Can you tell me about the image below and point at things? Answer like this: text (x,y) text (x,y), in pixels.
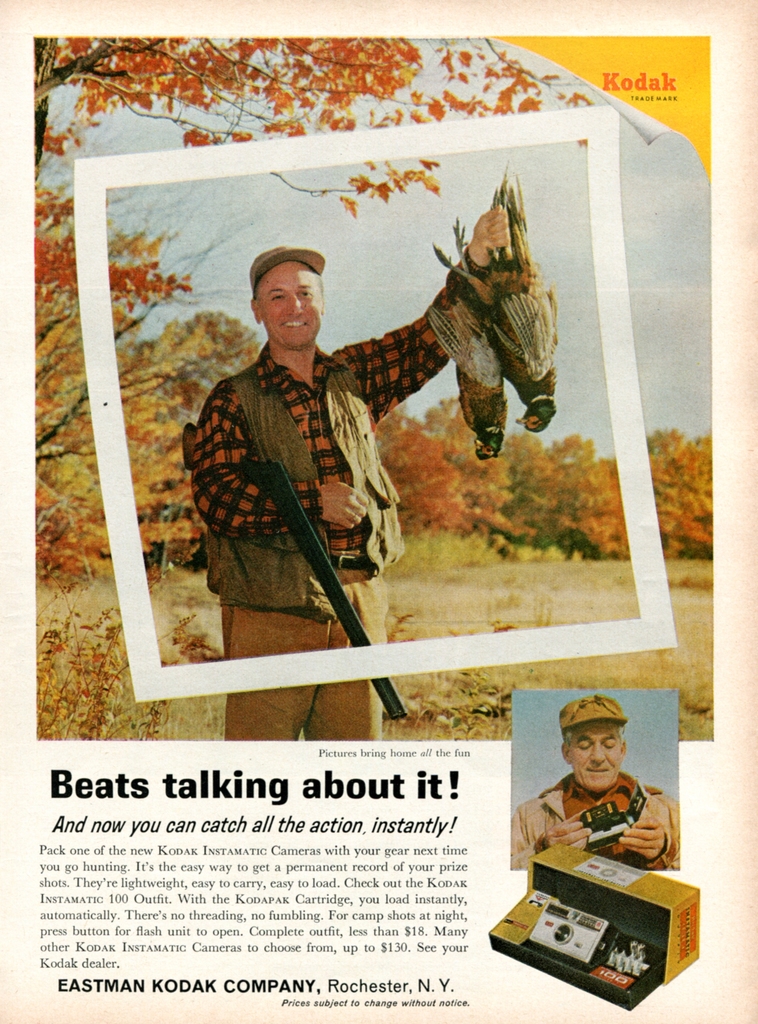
This is a poster having three images (606,880) and texts (414,885). In these three images (518,543), we can see there are persons (599,707), birds (481,400), trees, plants (501,735), sky (660,698) and an object (659,945).
